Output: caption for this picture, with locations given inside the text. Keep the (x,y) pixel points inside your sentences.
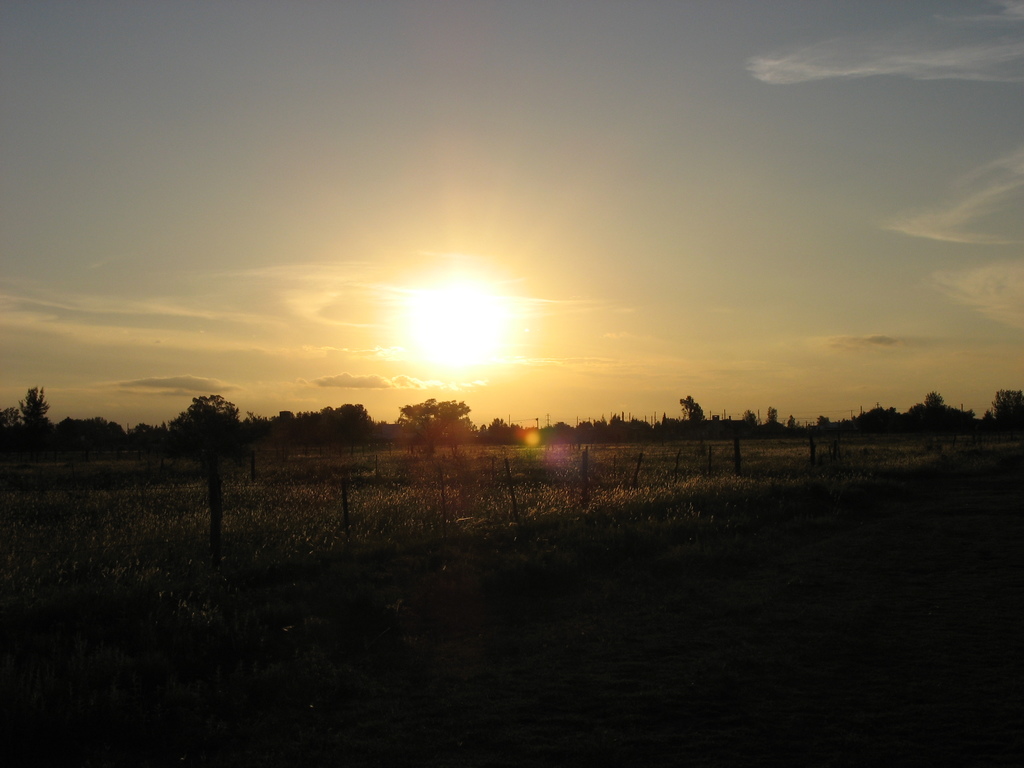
In this image we can see few poles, grass (368,493), trees (346,420) and the sky (377,374) with clouds (405,381) and the sun (468,342) in the background (436,352).
